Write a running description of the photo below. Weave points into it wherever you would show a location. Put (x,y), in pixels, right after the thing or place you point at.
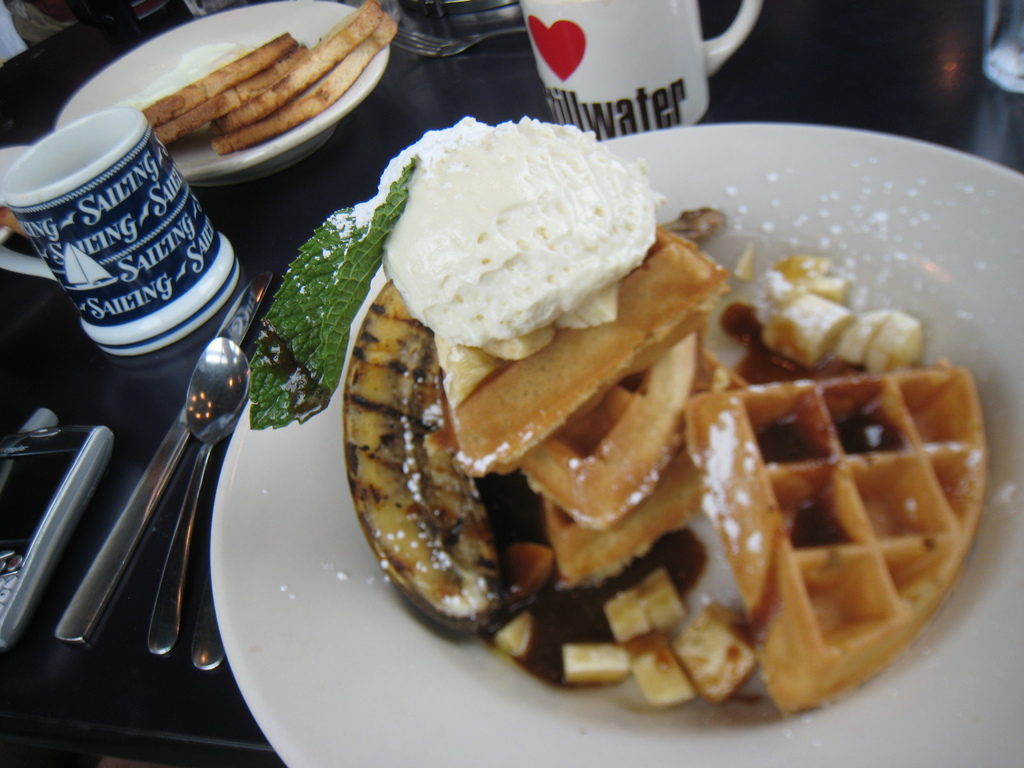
In this picture I can see the black color surface (65,67) on which there are 2 plates (238,14) and I see food (305,65) on it, which are of white and brown in color and I see 2 cups (616,50) on which there is something written and I see a spoon (205,370), a knife (230,319), a fork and a mobile phone (59,503).
